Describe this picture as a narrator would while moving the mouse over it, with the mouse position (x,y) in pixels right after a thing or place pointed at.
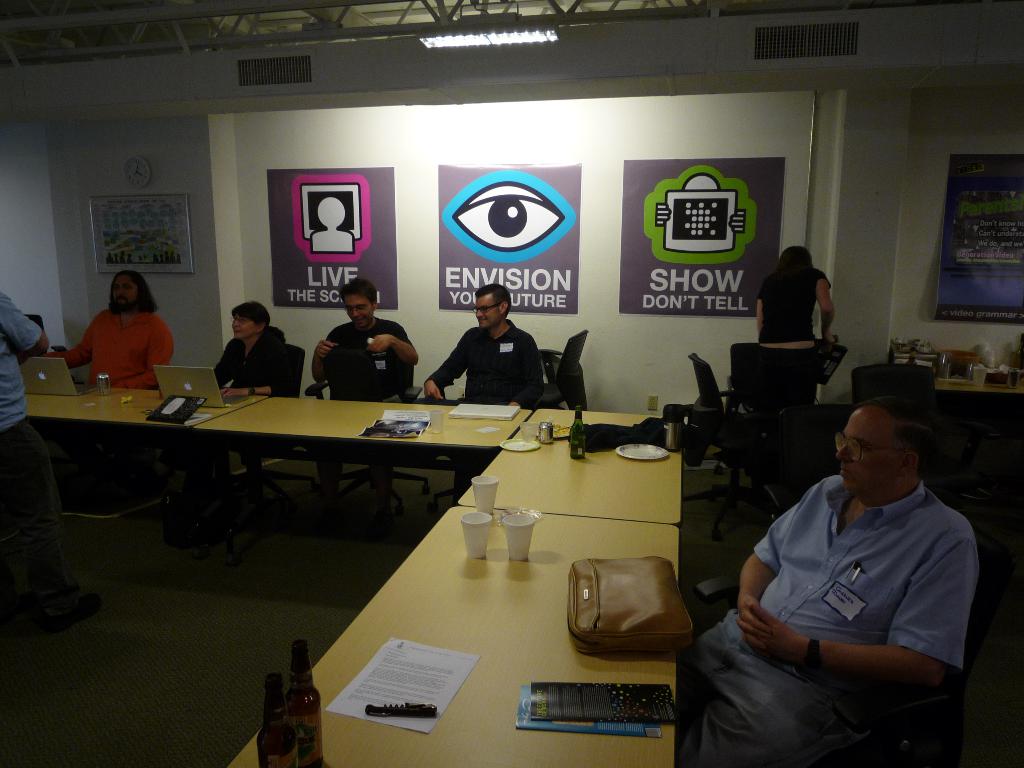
In this images peoples (893,532) are sitting near to the table (573,526). on the table (676,723) there is a glass (515,524), paper (441,666), pen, books (540,711), bag (597,632), bottles (315,697), plate (520,444), jacket (624,431) and laptop (194,383). On the left (14,315) there is a man (10,480) who is in a standing near to the computer (72,379). This man (126,319) who is wearing a orange shirt (137,348) who is sitting near to the clock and a picture (152,253). On the right (782,279) there is an another woman (797,365) who is bend over to the wall (839,298).
